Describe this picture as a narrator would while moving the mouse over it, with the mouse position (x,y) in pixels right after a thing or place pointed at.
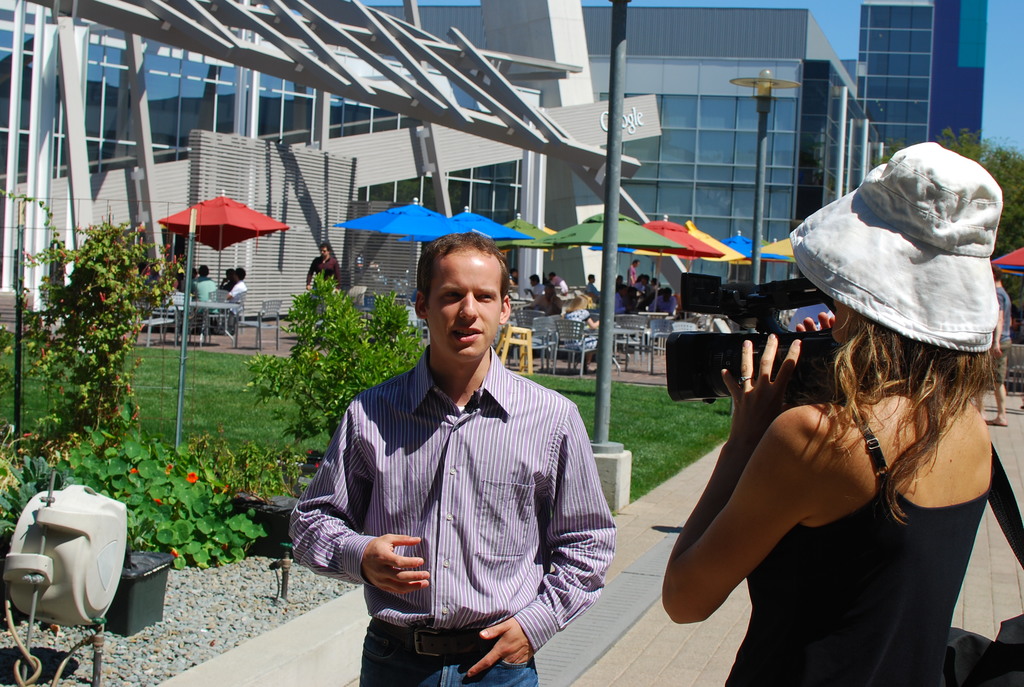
In the picture I can see a woman (817,547) wearing black color dress (815,600) holding camera (816,295) in her hands (757,394), there is a person (441,492) wearing striped shirt (435,517) standing, there are some plants (44,289) and in the background of the picture (598,289) there are some persons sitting on chairs (537,316) around table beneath umbrellas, there are some buildings (778,65), trees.
